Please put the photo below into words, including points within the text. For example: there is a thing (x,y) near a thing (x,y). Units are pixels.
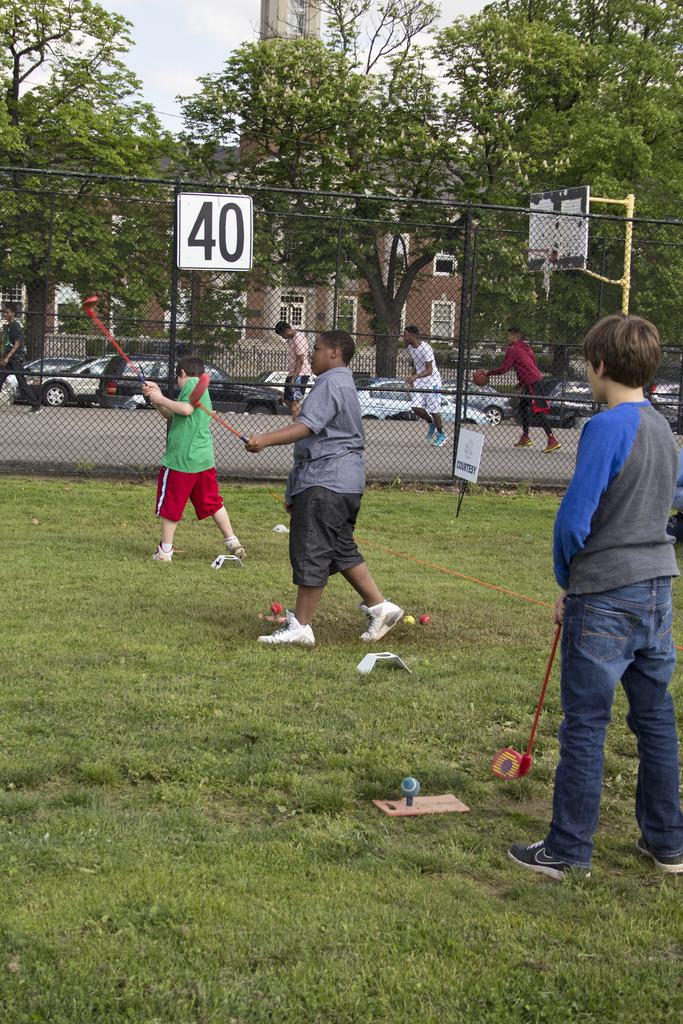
In this image we can see there are people (309,399) playing a golf and there are other people (497,375) playing a basketball. And there is a board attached to the fence (467,374). And there are trees (271,133), building (281,319), vehicles (149,378), grass (443,782) and the sky (157,55).
